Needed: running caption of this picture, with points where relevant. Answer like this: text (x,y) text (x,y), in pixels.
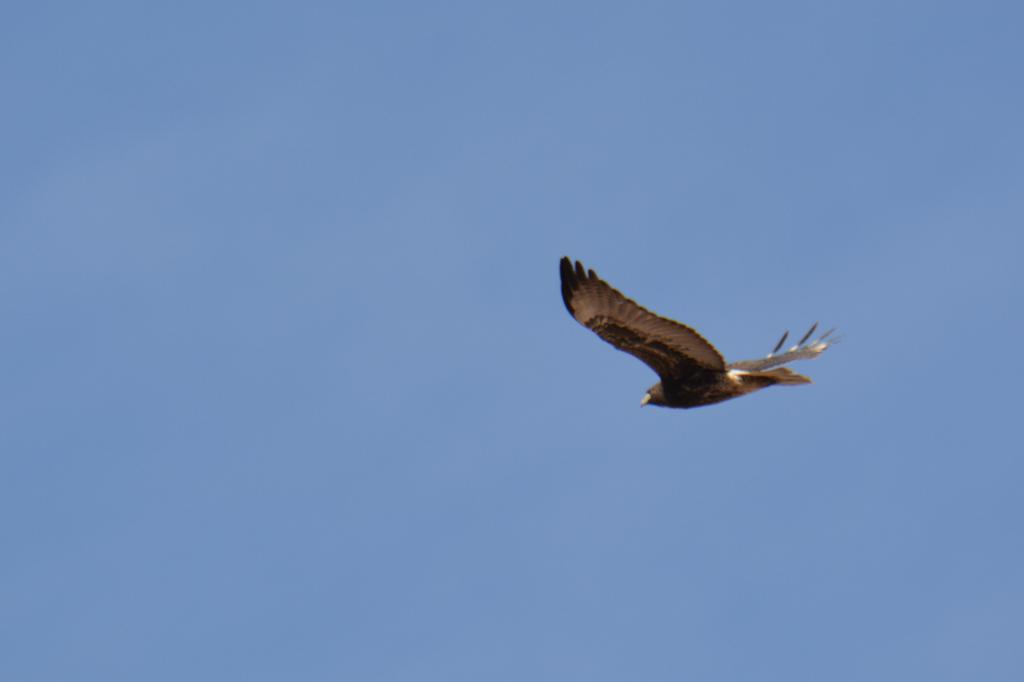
In this image a bird (649,361) is flying in the sky (552,354). The sky (547,337) is clear.
